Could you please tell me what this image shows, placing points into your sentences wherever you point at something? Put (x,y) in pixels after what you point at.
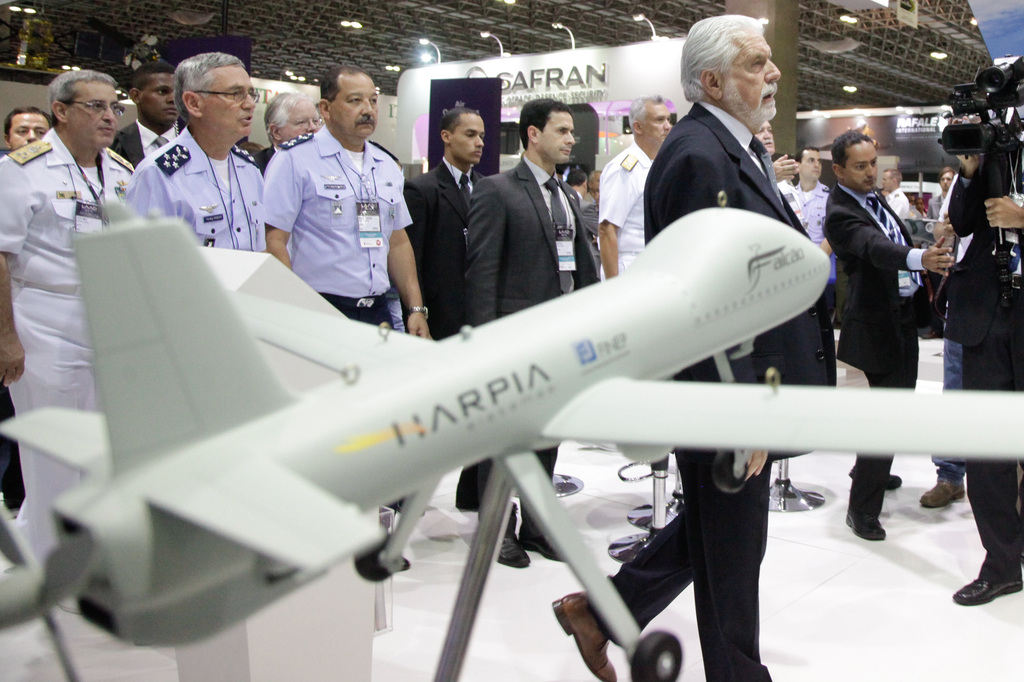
In this image we can see many people (518,229). Some are wearing tags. There is a model of aircraft (491,425). In the back (538,99) there are banners (548,67). Also there are lights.
